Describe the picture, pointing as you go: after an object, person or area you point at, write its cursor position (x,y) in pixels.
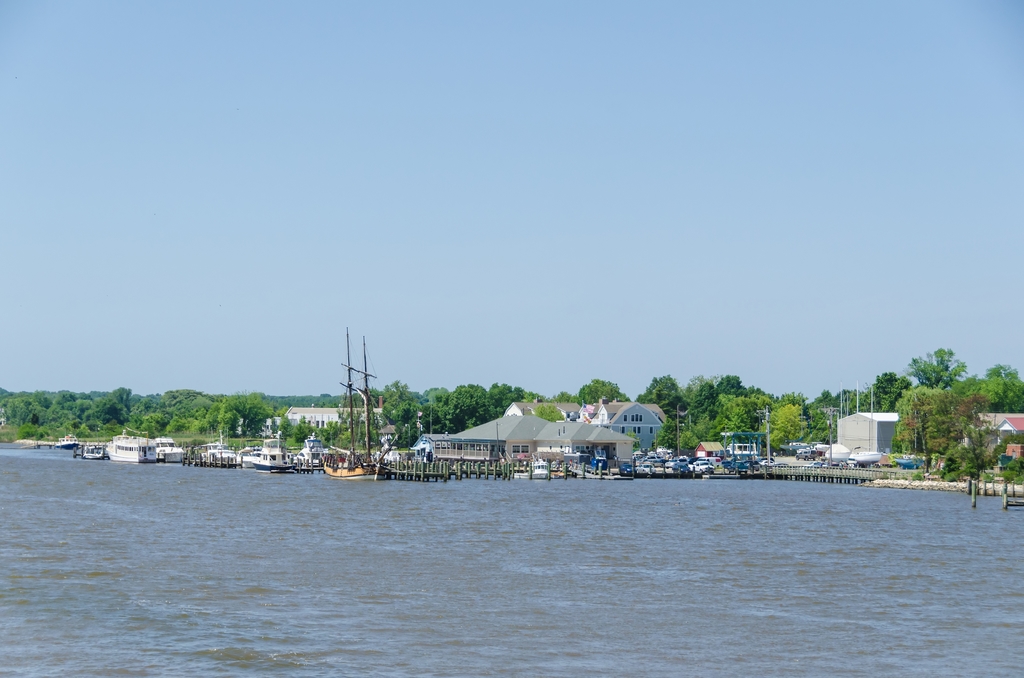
In this picture there is water (580,546) at the bottom side of the image (505,546) and there are houses (548,428), trees (699,388), and poles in the center of the image (433,436) and there is a ship (352,370) on the water (458,596) in the image, there is sky (679,260) at the top side of the image (615,193).
